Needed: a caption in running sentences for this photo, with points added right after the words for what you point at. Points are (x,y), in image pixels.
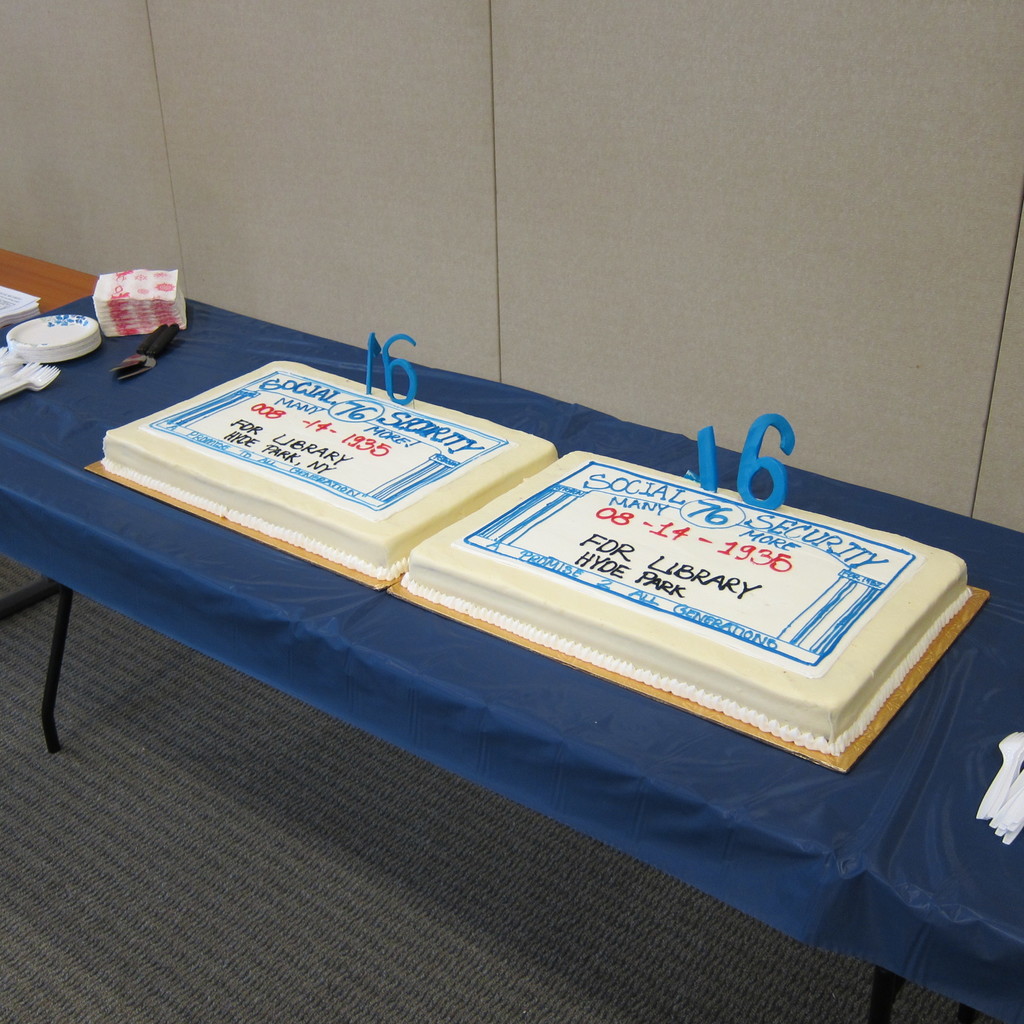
In this picture we can see a table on the floor (58,818), on this table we can see a cloth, cakes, knives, tissue papers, plates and some objects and we can see a wall (293,316) in the background (445,312).
